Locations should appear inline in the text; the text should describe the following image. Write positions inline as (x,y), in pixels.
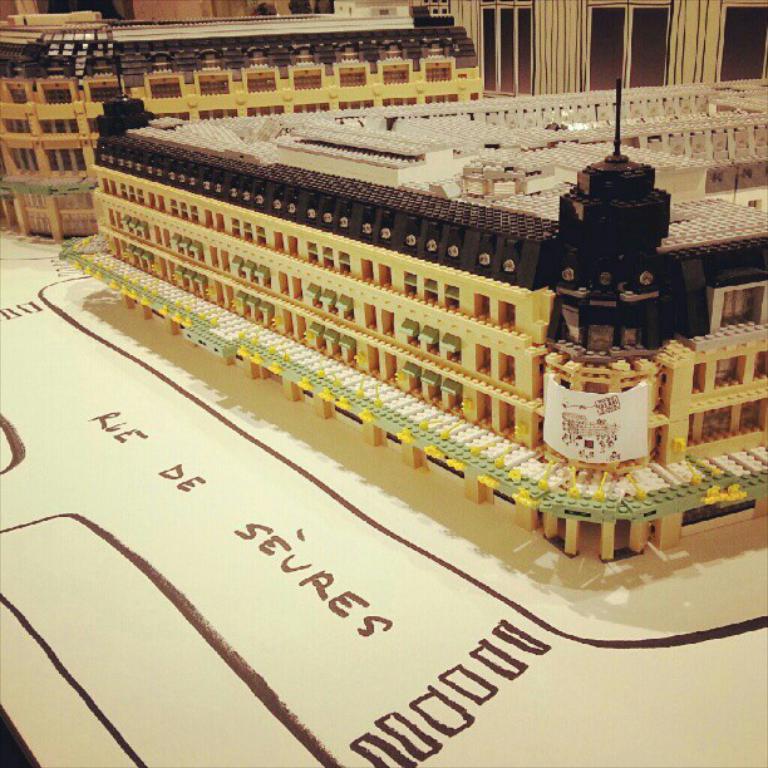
In this image we can see model of buildings (249,180). At the bottom of the image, some text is written.
